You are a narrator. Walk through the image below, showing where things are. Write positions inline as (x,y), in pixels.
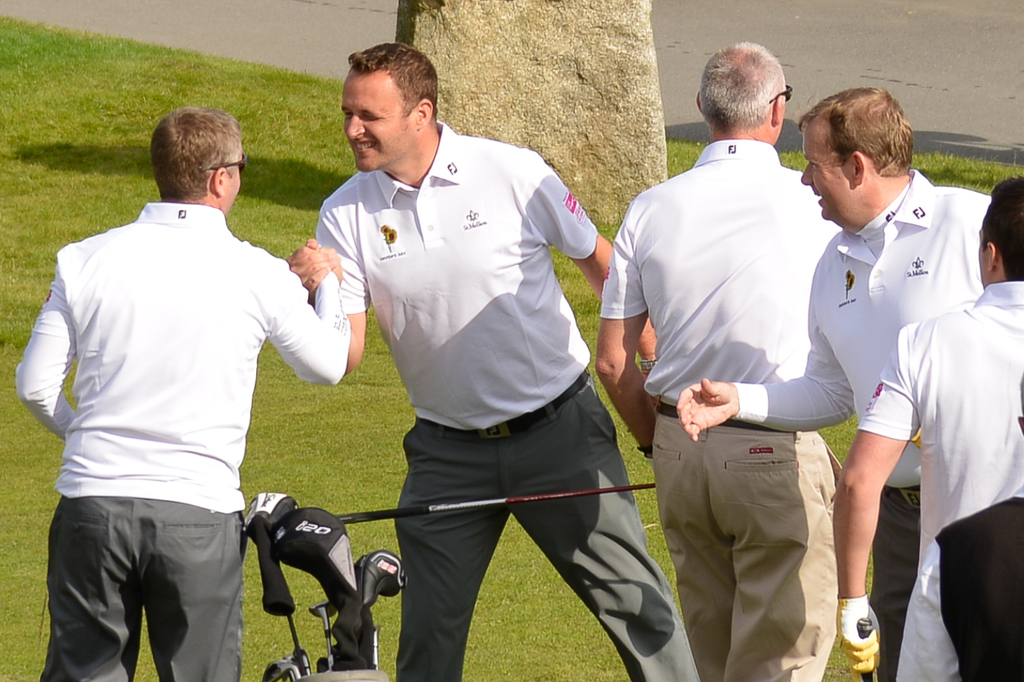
In this image I can see few men (485,402) are standing. I can see all of them are wearing white colour t shirts (157,404) and pants (123,672). I can also see few golf sticks (292,660), grass (322,594) and a shadow (308,203) over there.
